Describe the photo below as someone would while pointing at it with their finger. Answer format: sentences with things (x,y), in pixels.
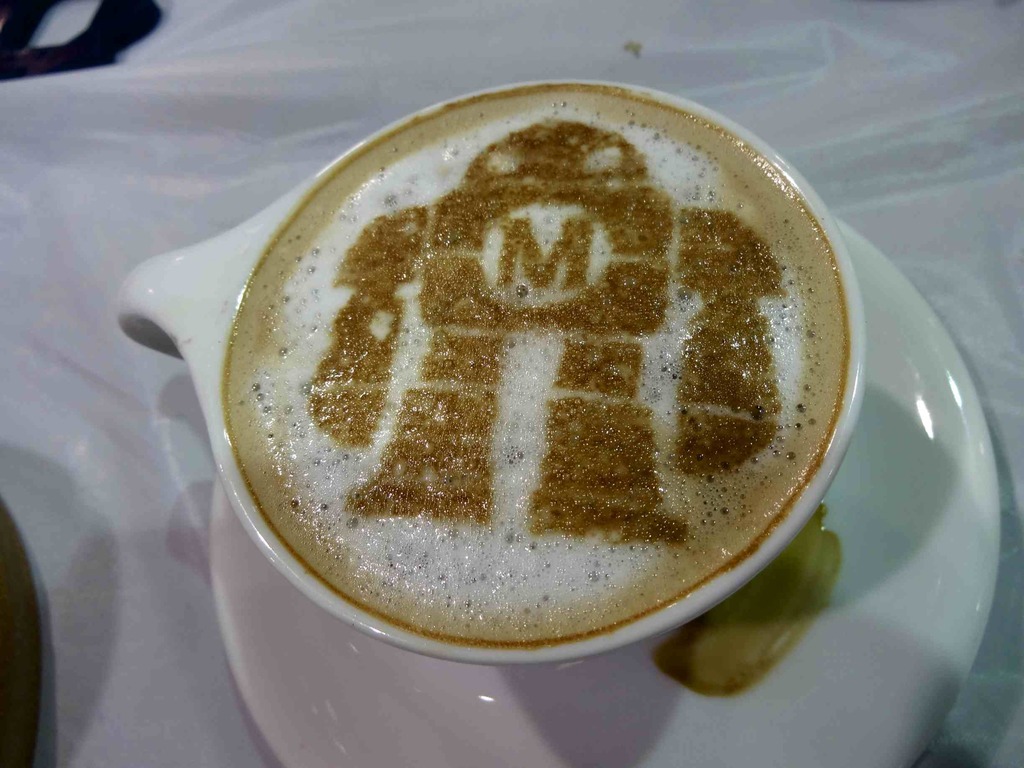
In this picture we can see the liquid (384,338), latte art (555,299) in the shape of a person (532,286) in the cup (483,654). We can see other objects (9,58).
